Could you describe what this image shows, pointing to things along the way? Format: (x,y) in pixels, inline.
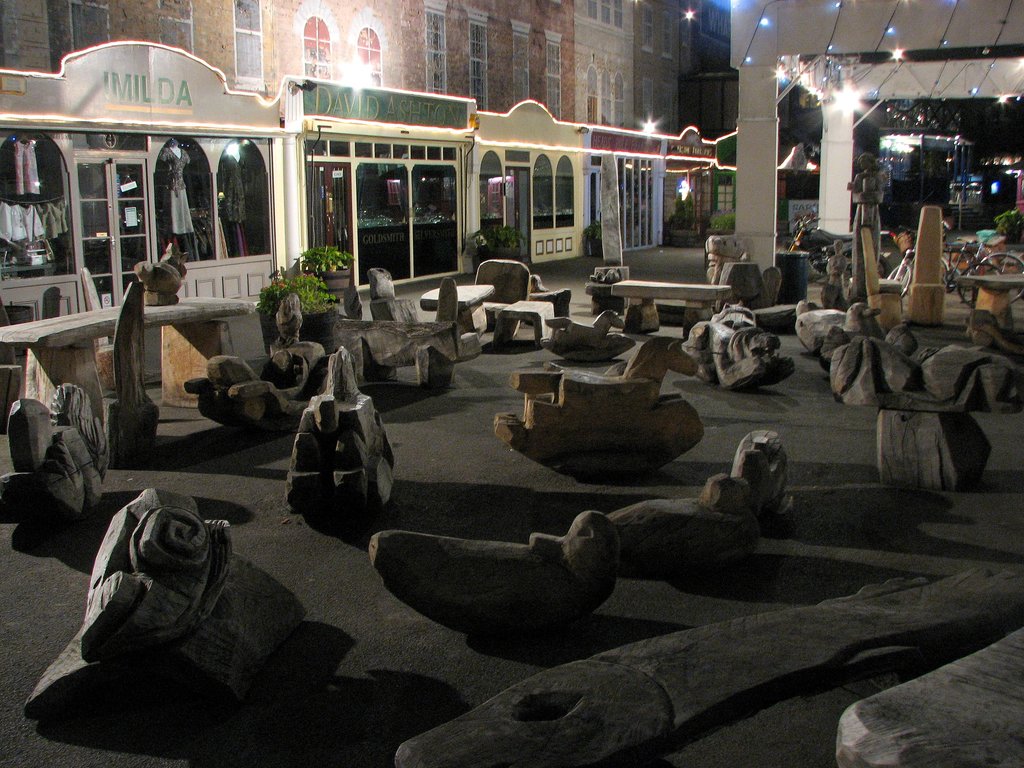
In this image I can see the ground (647,635), few sculptures (575,446) on the ground (225,510), few benches (705,288), few trees (326,271), few vehicles (842,235) and few buildings (612,144). I can see few lights (853,101) to the buildings (603,86).
